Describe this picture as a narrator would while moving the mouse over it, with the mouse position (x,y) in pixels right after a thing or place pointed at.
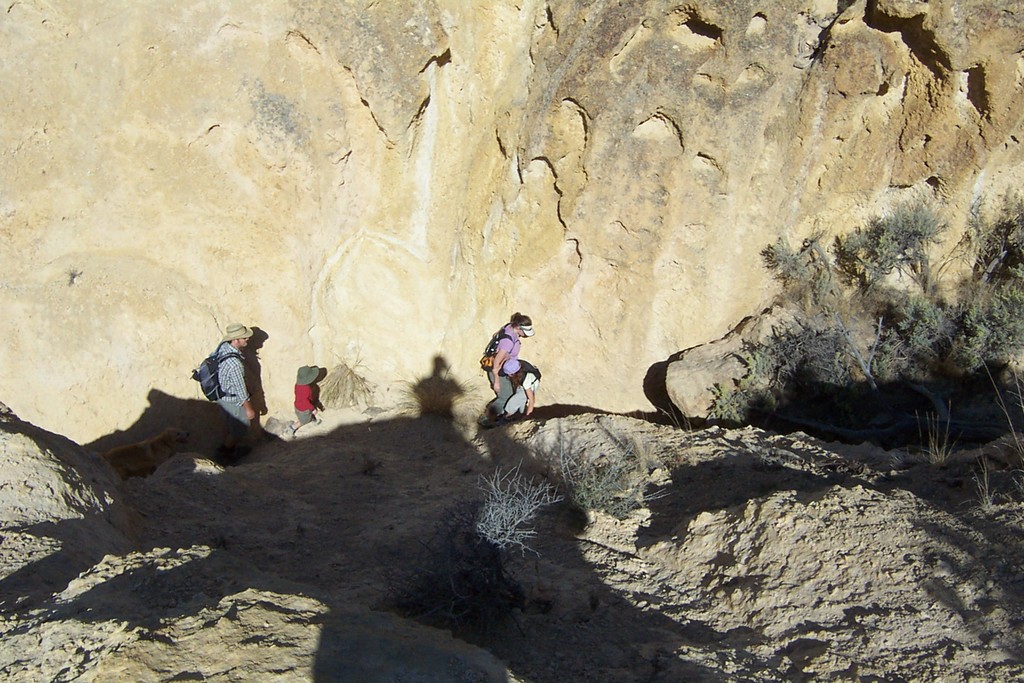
This image consists of four persons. In which we can see the rocks (53,310). They are climbing the mountains (552,579). And we can also see small plants (831,350) and trees (794,359).
